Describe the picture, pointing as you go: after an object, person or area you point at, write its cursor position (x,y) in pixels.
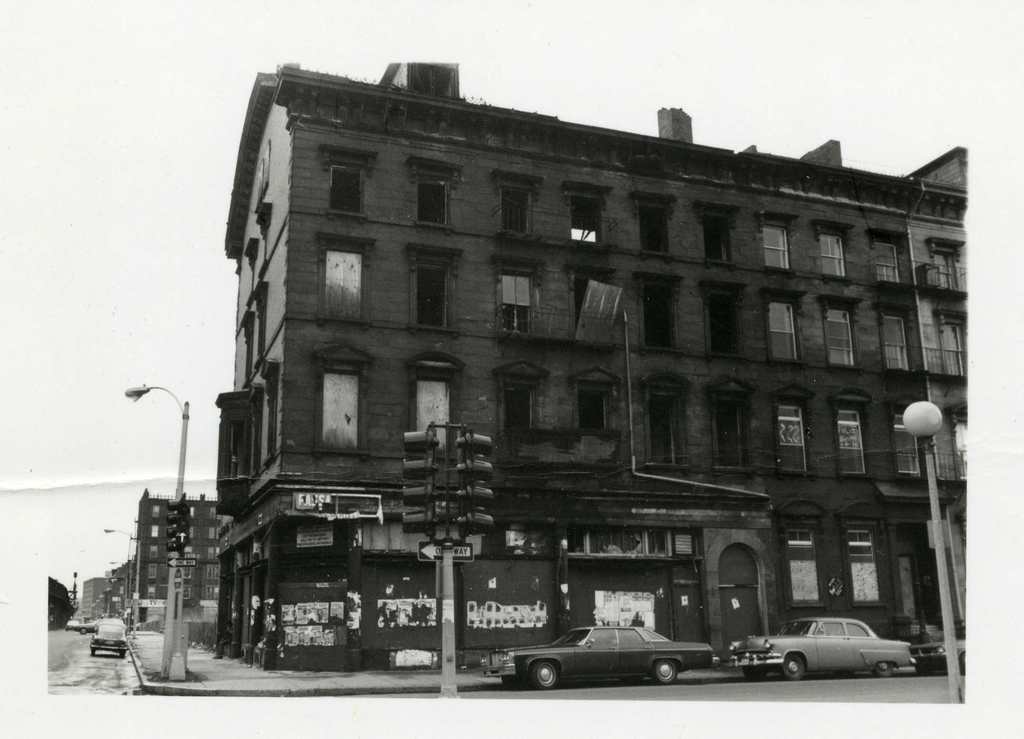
In the picture we can see a building (884,513) with a window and near to it on the path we can see some street lights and on the road (96,689) we can see some cars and to the building (875,503) we can see some shops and in the background (94,573) we can see a sky (81,578).
